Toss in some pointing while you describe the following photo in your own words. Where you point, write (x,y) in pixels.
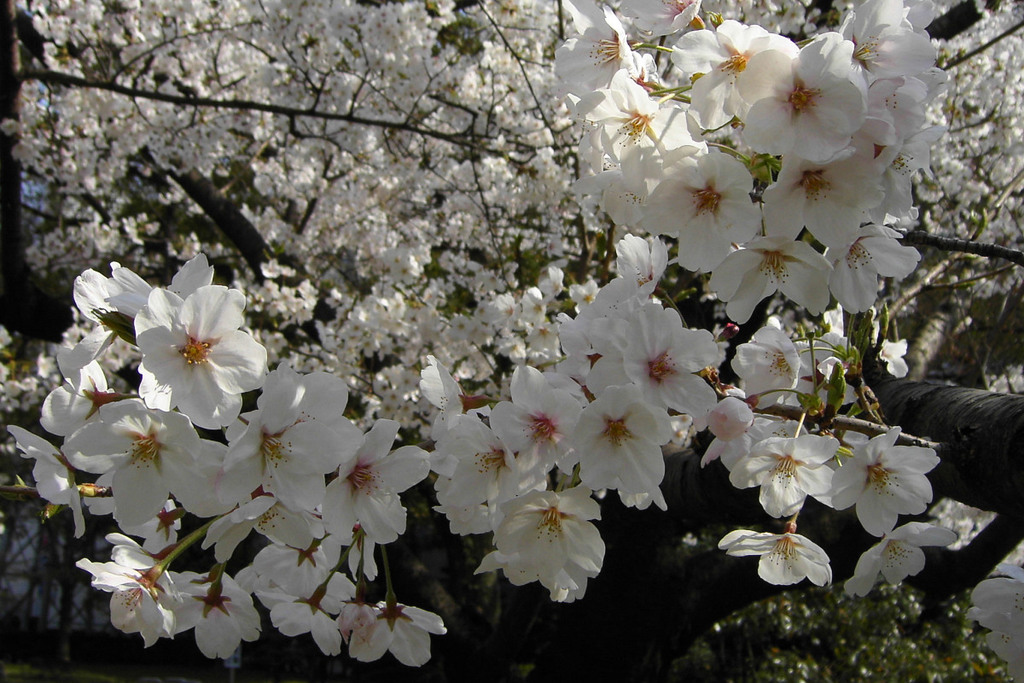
In this image we can see some trees (473,582) with flowers (653,113) which are in white color.
